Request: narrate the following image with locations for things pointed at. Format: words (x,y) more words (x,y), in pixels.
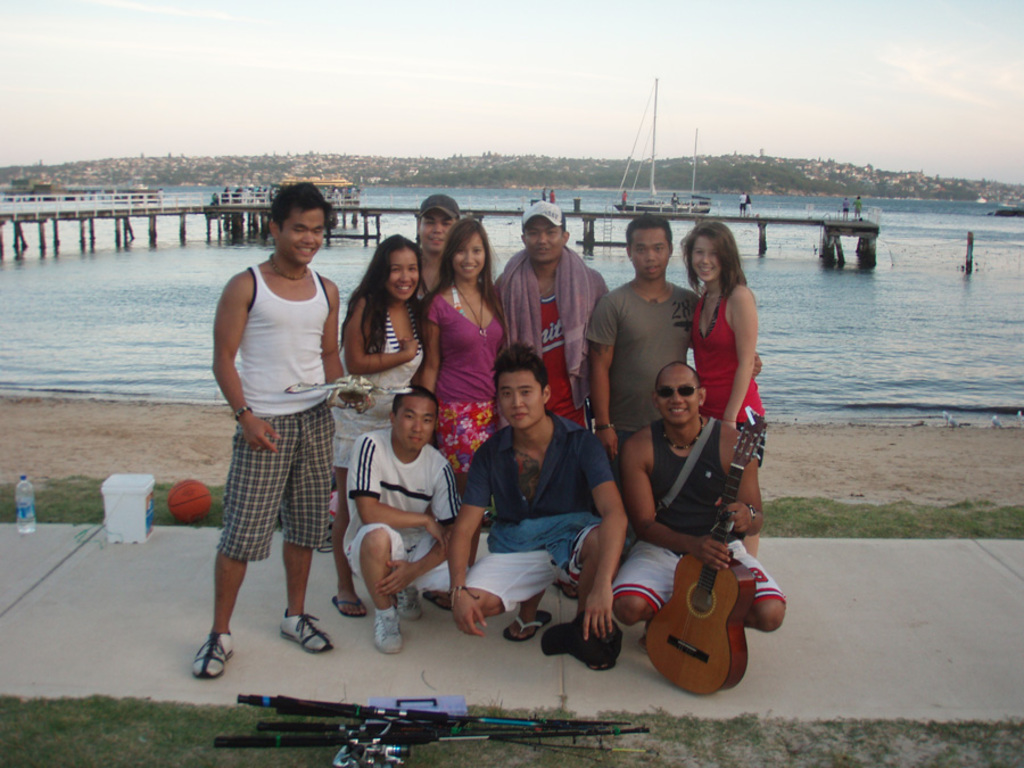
In this picture there are group of people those who are standing and sitting at the center of the image (617,264), there is water (21,305) around the image, it seems to be they are taking a photograph at the bank (176,437) of the sea (118,315).
